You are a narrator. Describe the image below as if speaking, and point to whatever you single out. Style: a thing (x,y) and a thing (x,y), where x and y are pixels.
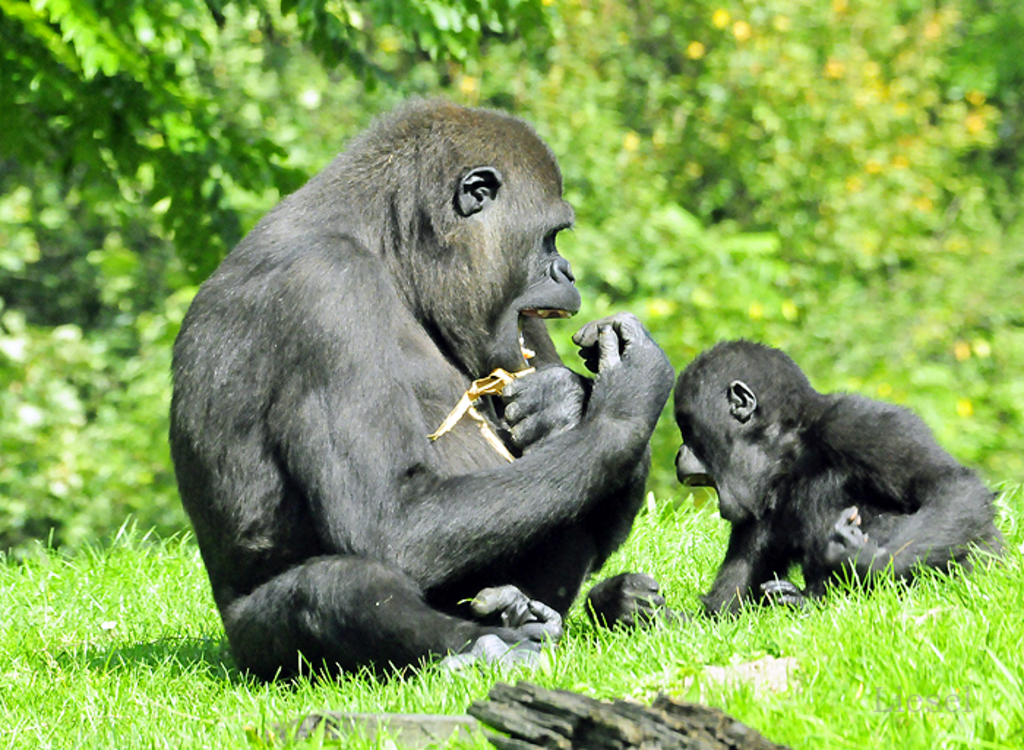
In this image we can see few animals (523,481). There is a grassy land (202,649) in the image. There are many plants (922,283) in the image.
